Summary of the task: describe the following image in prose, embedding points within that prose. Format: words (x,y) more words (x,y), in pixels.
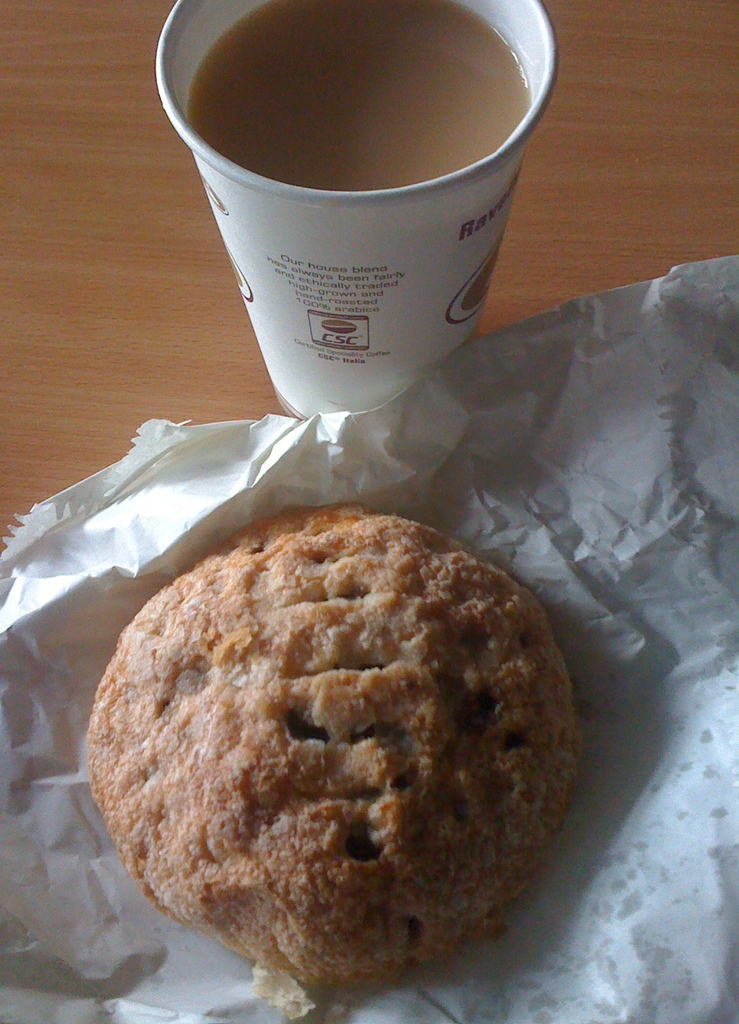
In this image i can see a cup of tea (385,275), biscuit (178,753) and a paper (609,480) on the table (618,282).
